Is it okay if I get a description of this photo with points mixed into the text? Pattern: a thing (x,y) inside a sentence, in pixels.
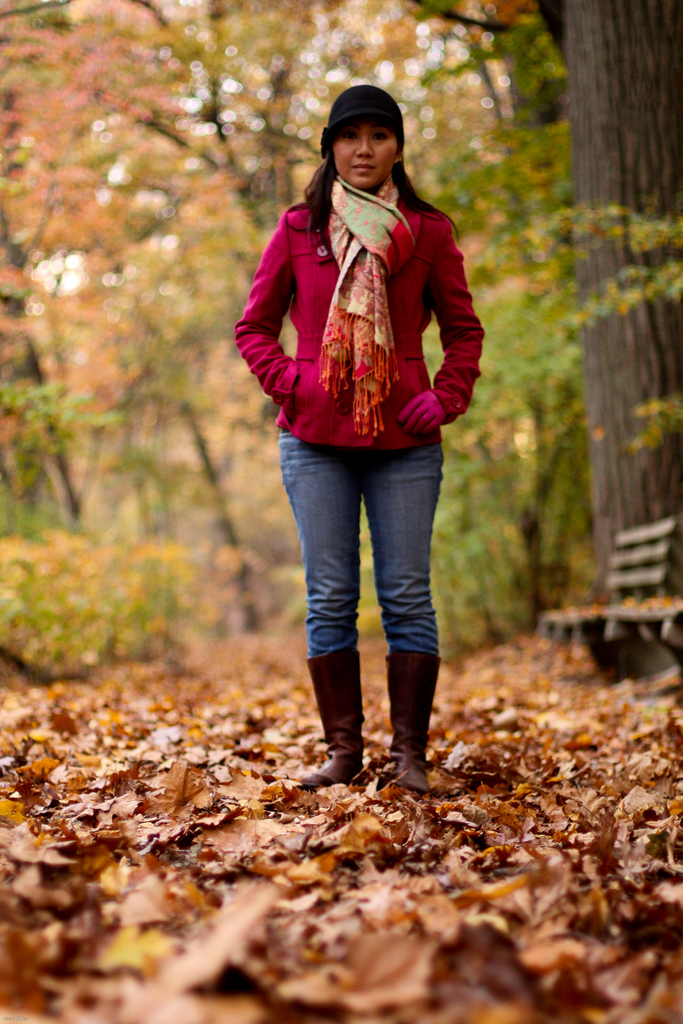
In this image there is a woman (327,386) standing, on the surface (339,784) of dry leaves (300,754), behind the woman (268,351) there are trees (245,301).
